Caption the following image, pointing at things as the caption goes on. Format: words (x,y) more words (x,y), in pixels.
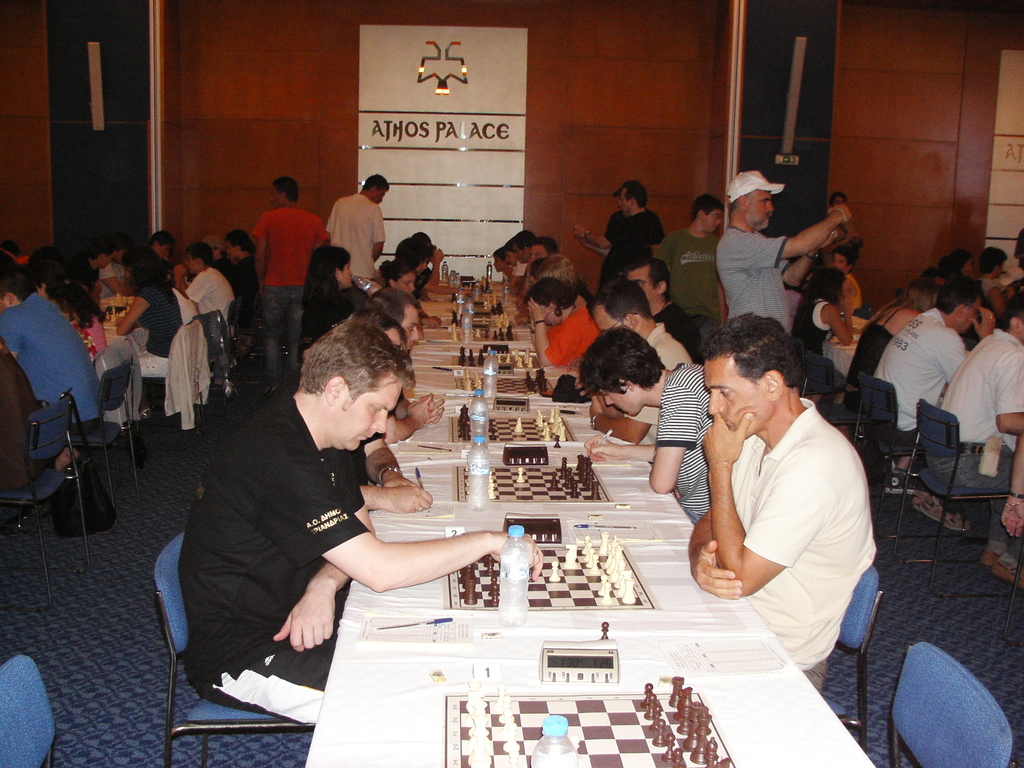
In this image I can see number of people (983,378) are sitting on chairs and also few of them are standing. On these tables (732,704) I can see chess boards (484,297) and few bottles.
